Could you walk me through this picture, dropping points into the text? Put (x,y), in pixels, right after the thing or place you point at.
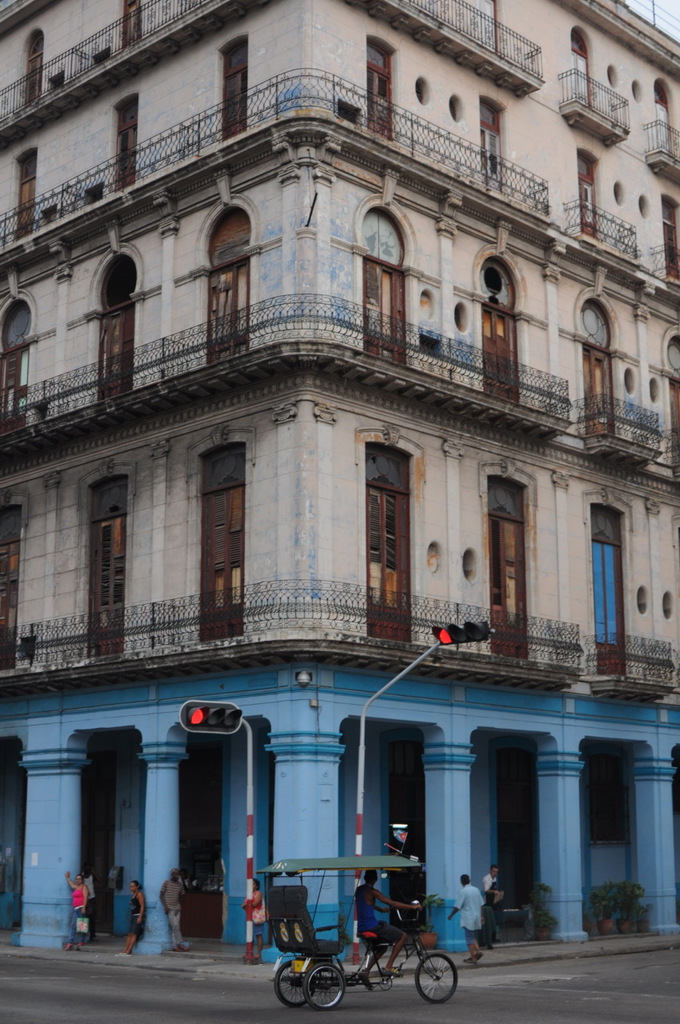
As we can see in the image there are buildings (247,459), fence (332,97), doors (496,334), windows (427,313), vehicle (296,983), few people (69,875) here and there and traffic signals (438,639).
